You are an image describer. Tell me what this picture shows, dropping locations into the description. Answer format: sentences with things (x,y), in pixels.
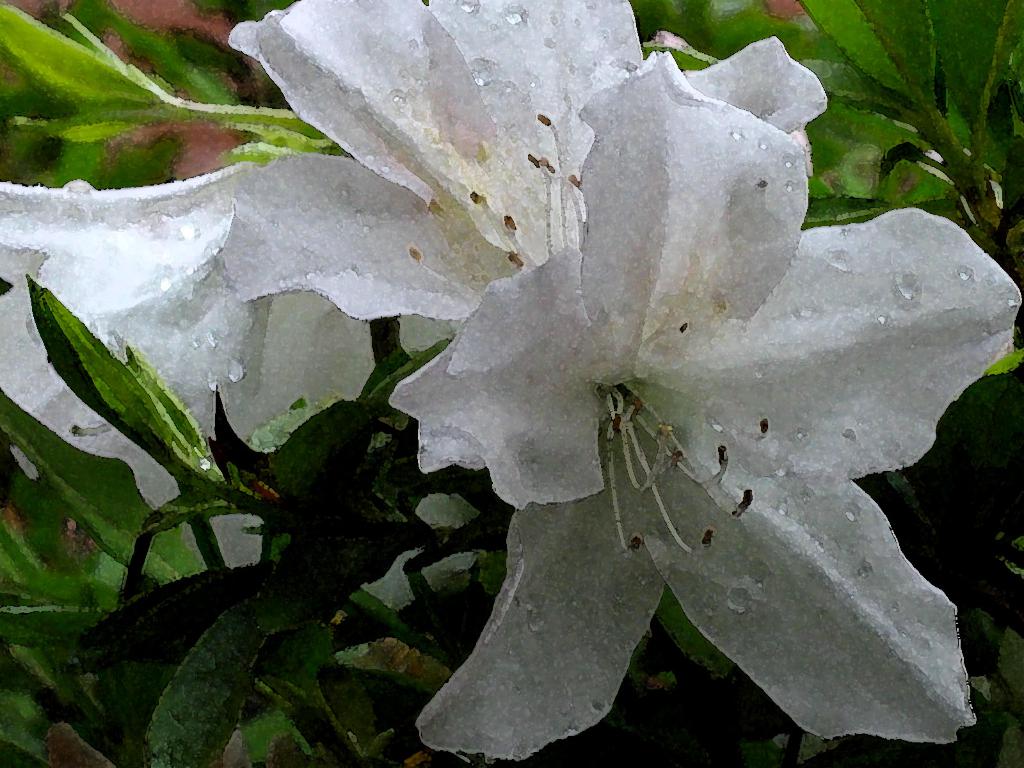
This might be a painting, in this image there are flowers (569,249) which are white in color and in the background (949,199) there are plants (976,181).
